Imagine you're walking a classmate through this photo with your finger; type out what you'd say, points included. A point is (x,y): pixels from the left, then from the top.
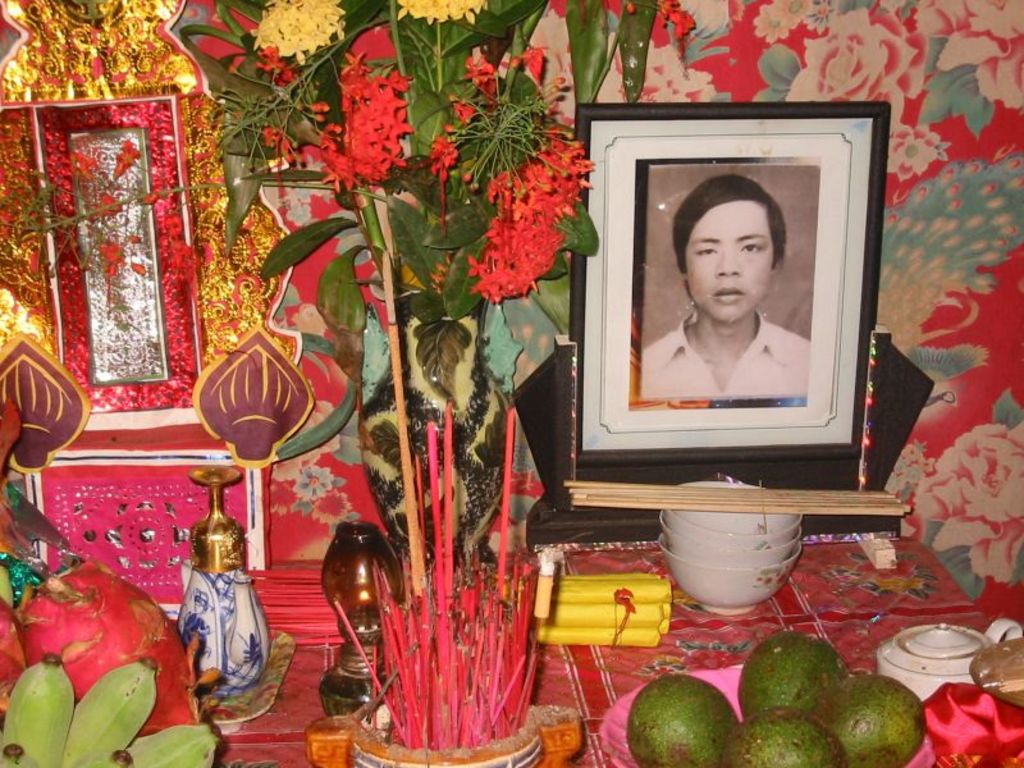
On the right side of the image (705,254) we can see a frame (766,194), in front of the frame (660,262) we can see few bowls (713,607), fruits (131,632), flowers (392,86) and other things (470,583).
